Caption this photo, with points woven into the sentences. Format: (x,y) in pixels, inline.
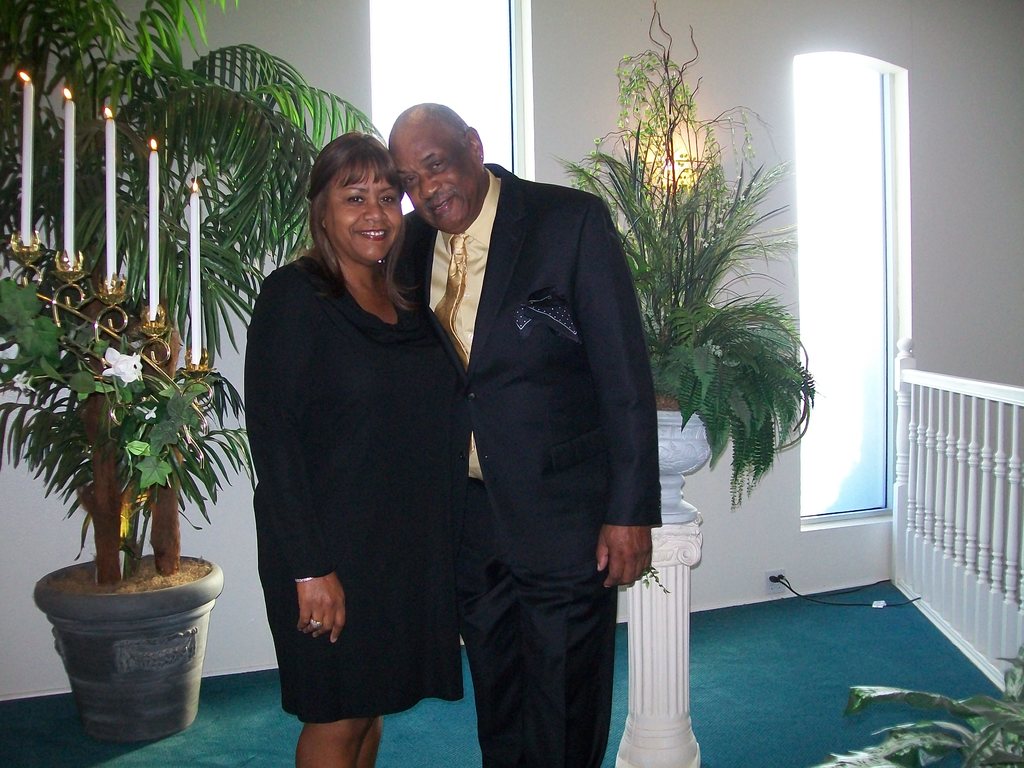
In the picture there is a man (601,495) and woman (418,420), both of them are wearing black dress (370,388) and they are posing for the photo and behind the two people (339,325) there are two plants (674,351) and there is a window (864,261) in front of the wall (710,486).
